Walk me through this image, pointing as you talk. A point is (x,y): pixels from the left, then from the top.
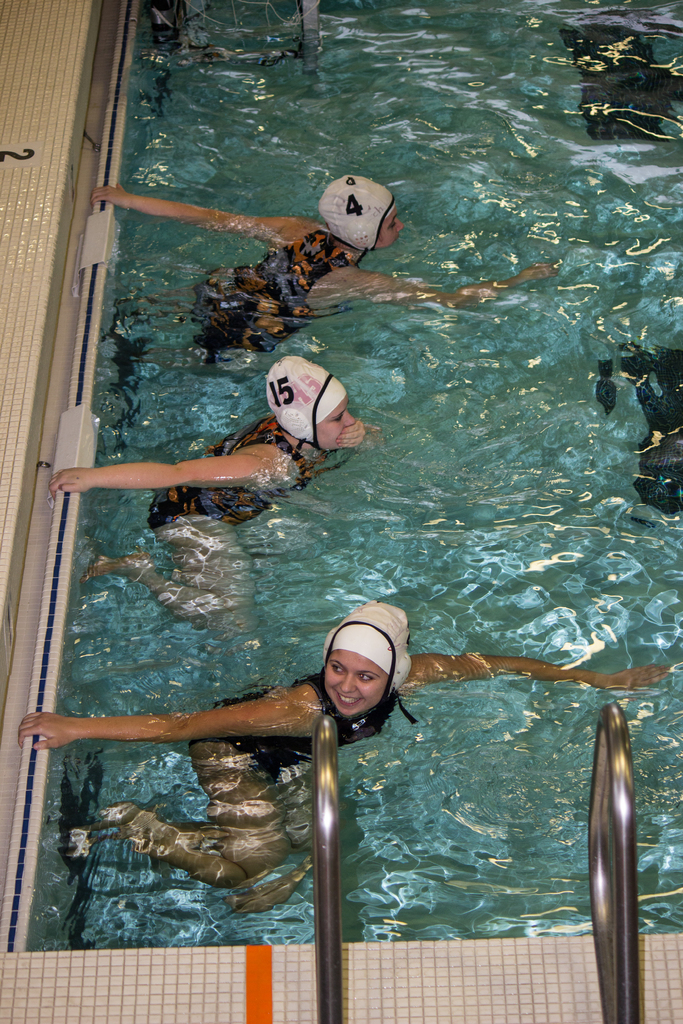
There is water (514,374). Inside the water (346,528) there are three people (235,306) wearing caps (342,646). On the side there are handles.
